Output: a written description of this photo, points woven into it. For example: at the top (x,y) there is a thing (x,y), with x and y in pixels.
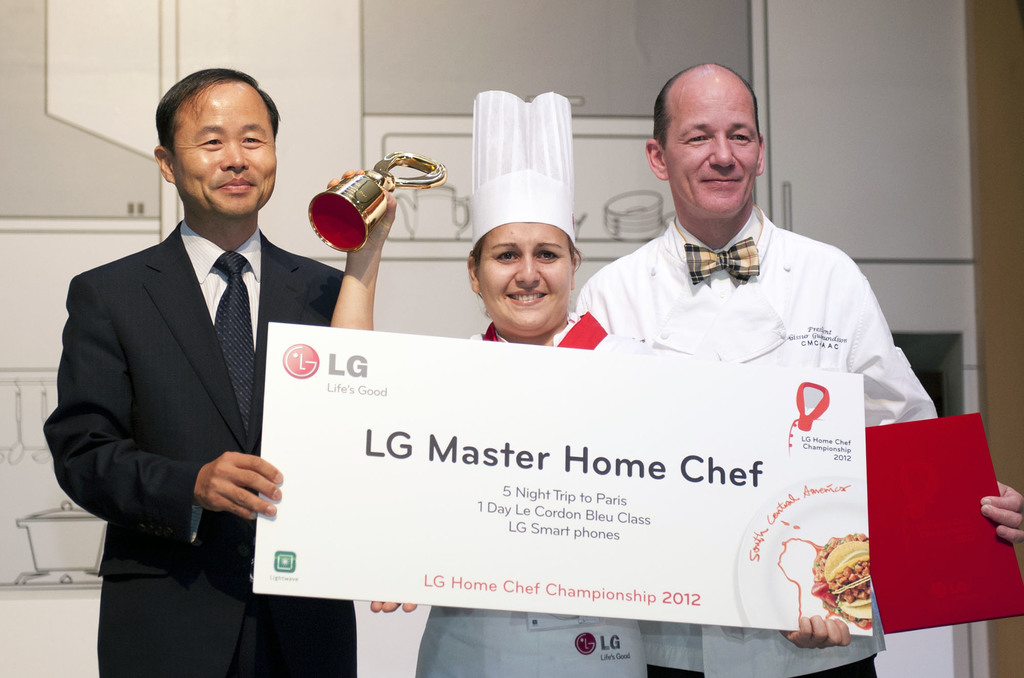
In the middle (585,324) a woman (533,616) is standing by holding a thing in her right hand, she wore a white color cap (570,203) beside her a man (678,225) is also standing, he wore a white color dress (781,305), in the left side (163,639) a person (189,322) is standing he wore a black color coat (180,416).
